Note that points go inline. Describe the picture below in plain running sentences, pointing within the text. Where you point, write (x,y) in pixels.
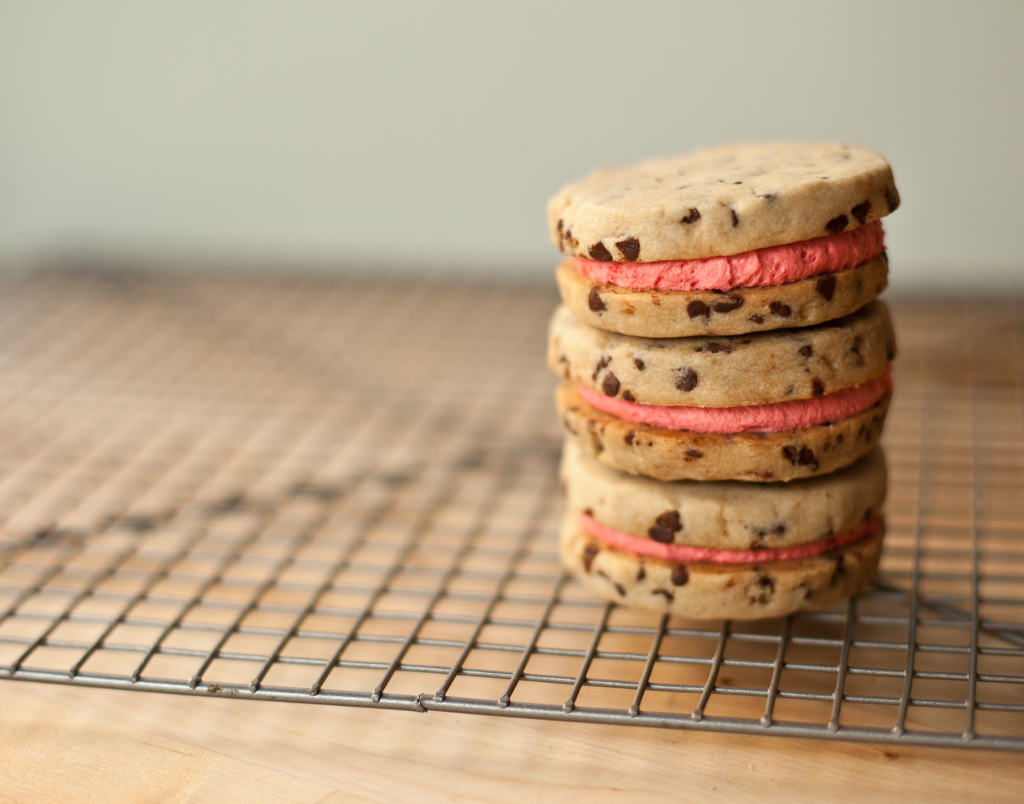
On the right side of the image (755,404) we can see the cookies (687,316) are present on the grill (862,735). At the bottom of the image (553,761) we can see the wood surface (427,766). At the top of the image (374,95) we can see the wall (413,94).
